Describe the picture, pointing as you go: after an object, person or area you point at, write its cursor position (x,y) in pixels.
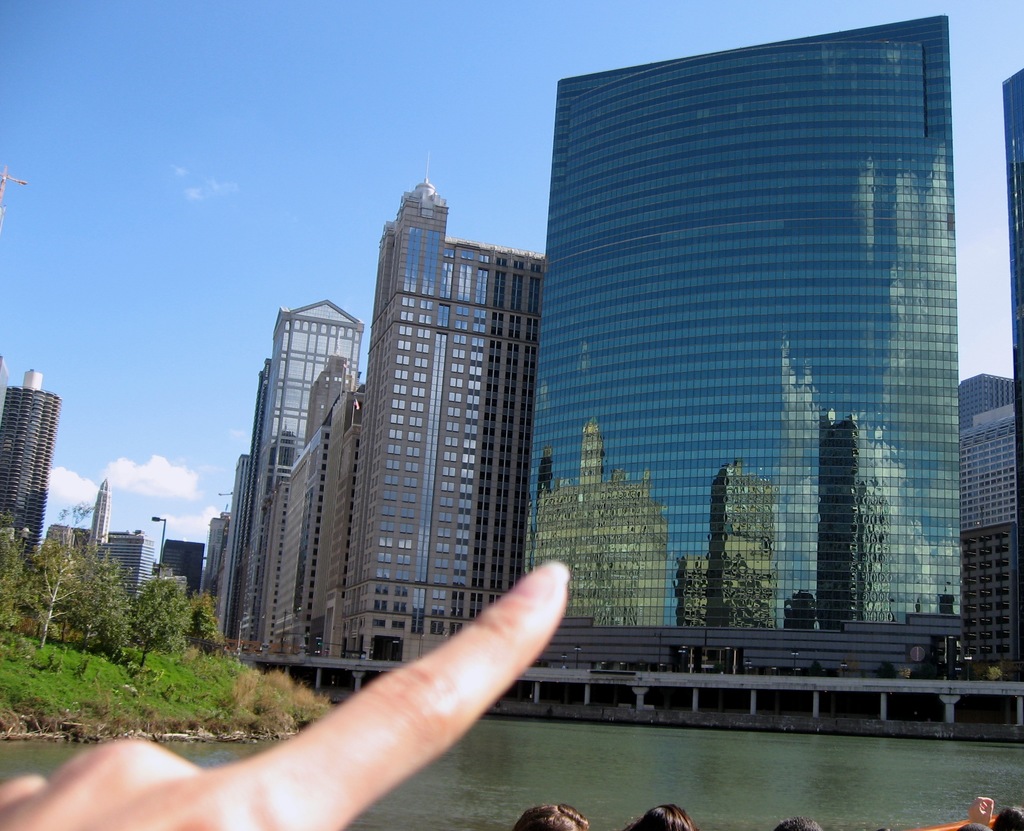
In this image we can see some person's finger (355,704). We can also see many buildings (360,395) and also trees (19,612) and grass (222,683). At the top (284,73) there is sky (282,159) with some clouds (148,468) and at the bottom (670,733) we can see the water (774,758).
